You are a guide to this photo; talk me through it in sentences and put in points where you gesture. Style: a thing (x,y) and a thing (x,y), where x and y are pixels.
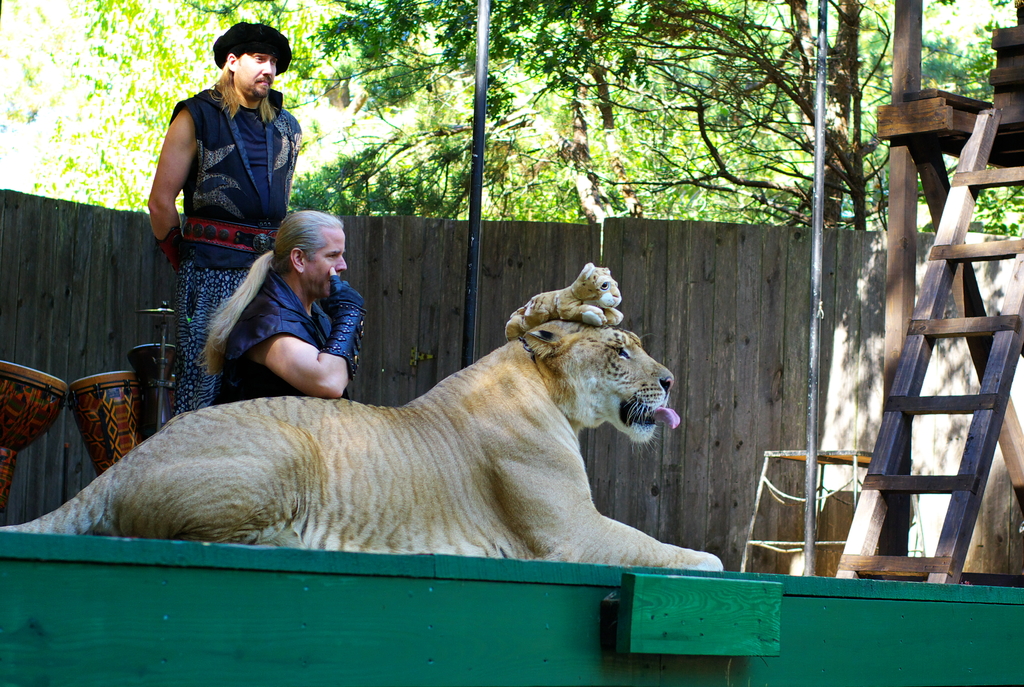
In this picture I can see a tiger (451,488), there is a toy tiger (607,318) on the tiger (506,402), there are two persons (174,234), musical instruments (35,386), there is a stool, ladder (883,454), wooden fence (873,359), poles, and in the background (397,84) there are trees (394,100).
